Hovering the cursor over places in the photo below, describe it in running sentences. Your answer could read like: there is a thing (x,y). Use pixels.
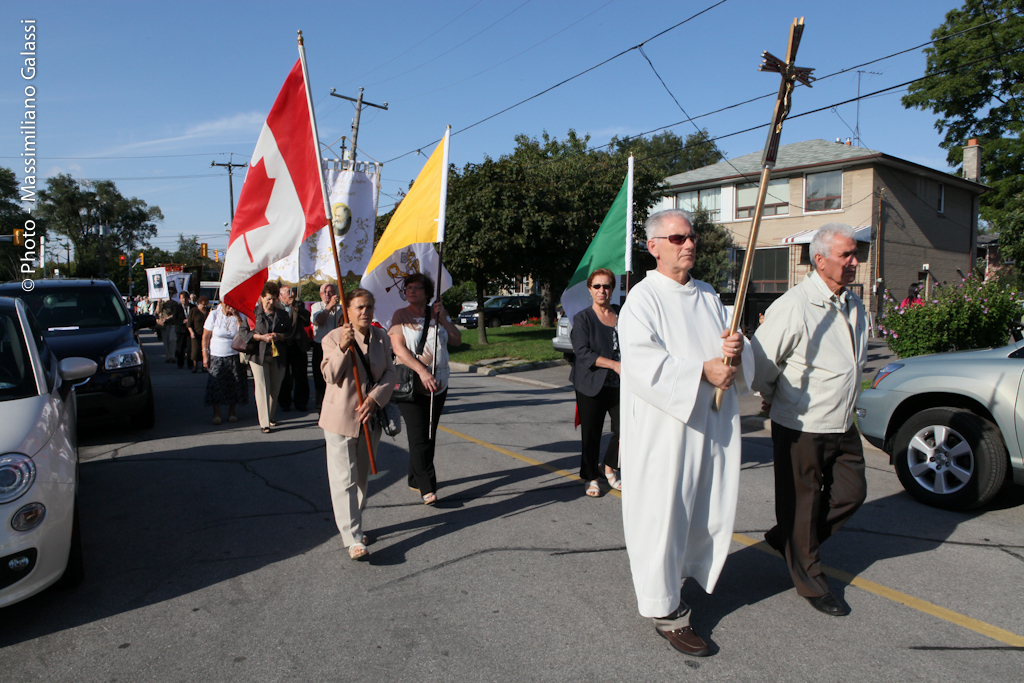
In this picture we can see a group of people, some people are holding flags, here we can see vehicles (40,502) on the road (211,508), buildings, trees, poles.
